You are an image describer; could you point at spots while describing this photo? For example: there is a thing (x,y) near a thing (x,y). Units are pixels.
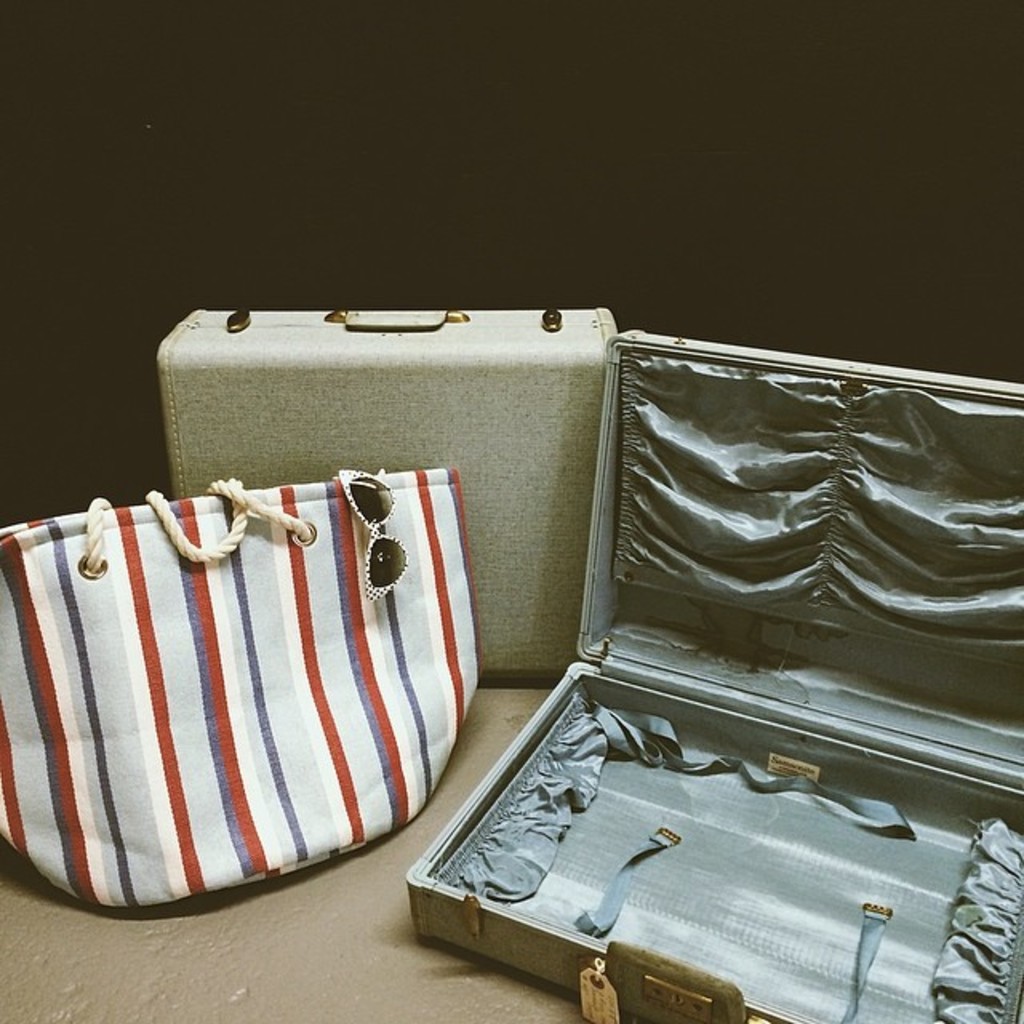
We can see bags (505,578) and glasses (371,556).
